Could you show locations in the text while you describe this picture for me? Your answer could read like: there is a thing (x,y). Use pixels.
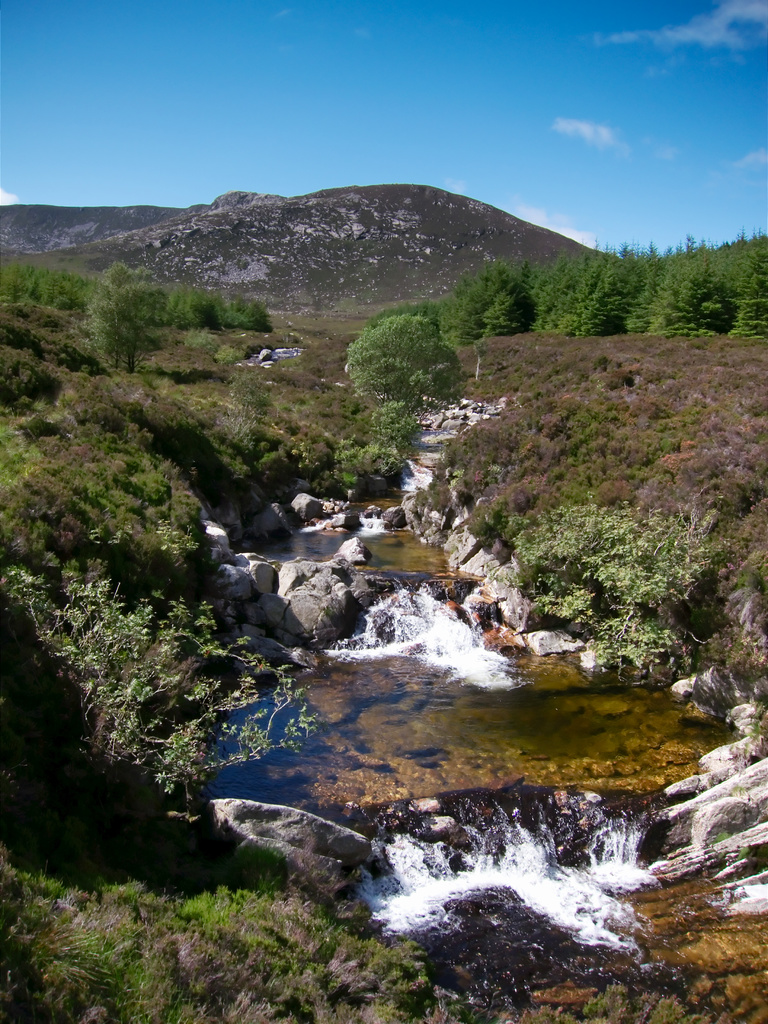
In this picture I can see the water flow (478,816), beside that I can see many stones (762,898). On the right (517,319) and left side (13,500) I can see many trees (425,319), plants (470,493) and grass (593,472). In the background (546,243) I can see the mountain (480,242). At the top (516,69) I can see the sky (510,25) and clouds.
